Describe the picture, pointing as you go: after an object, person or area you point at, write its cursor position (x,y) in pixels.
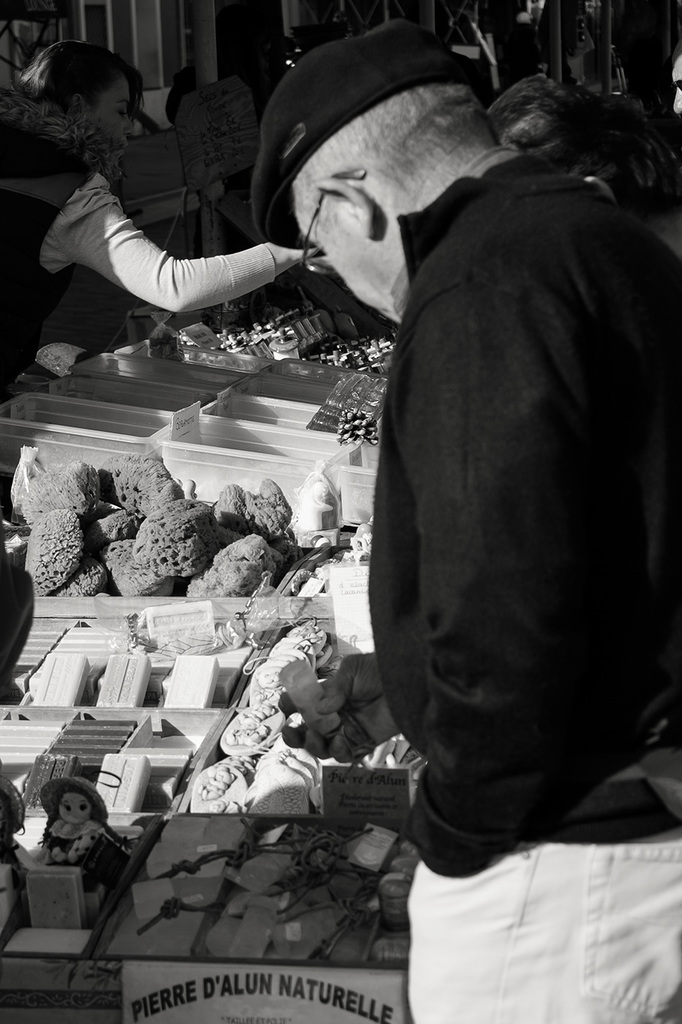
There are people (319,262). This is stall (58,1009) and we can see objects (40,894), boxes (295,378) and dolls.
